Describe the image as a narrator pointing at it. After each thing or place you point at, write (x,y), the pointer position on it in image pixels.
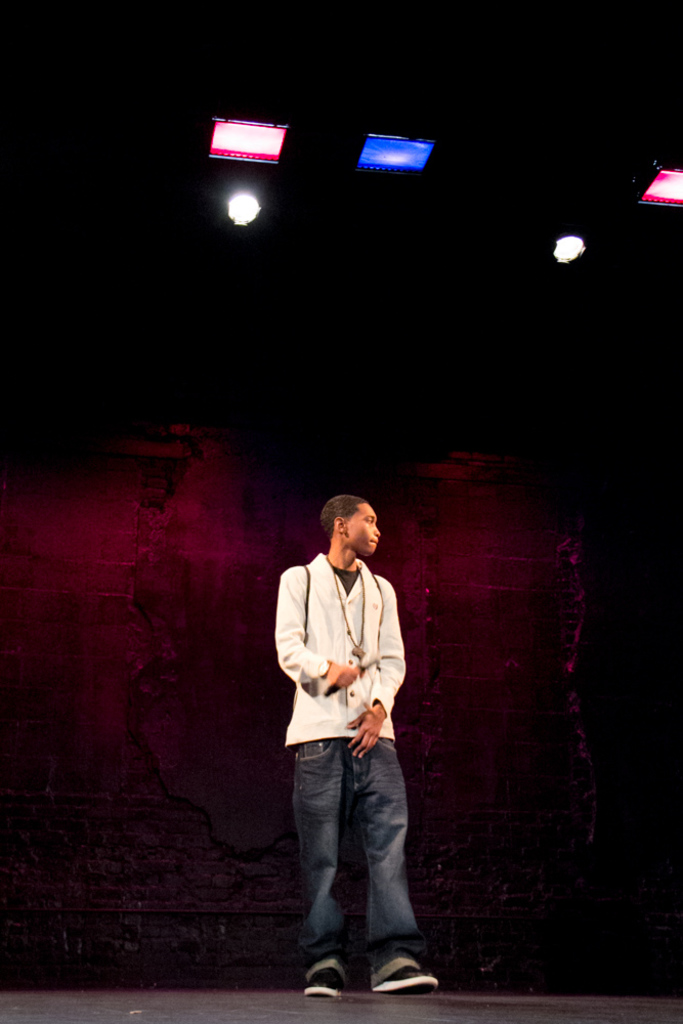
In this image in the center (347,592) there is one person (373,762) who is standing, and in the background (253,495) there is wall (600,610). At the top (659,189) there are some lights (665,197), and at the bottom (430,996) there is floor (379,1012).
